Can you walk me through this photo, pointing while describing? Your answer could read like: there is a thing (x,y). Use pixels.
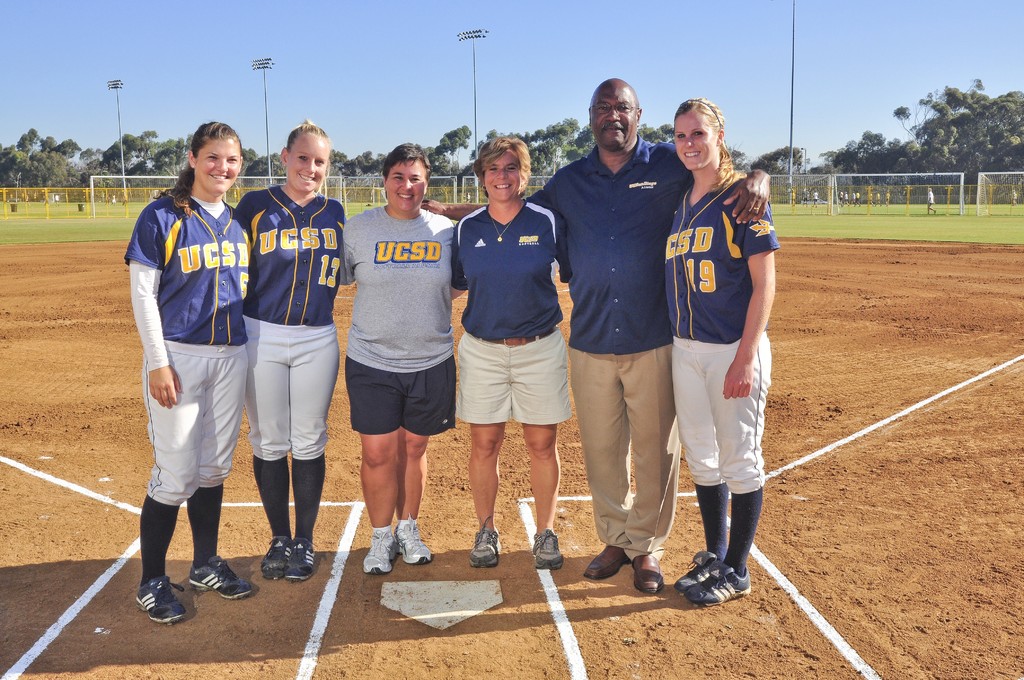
In this image, we can see few people (729,550) are standing on the ground (428,568). They are watching and smiling. At the bottom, we can see white lines (29,663). Background (1023,154) there are so many trees (27,178), poles (963,190), rods (963,190), few people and clear sky (491,86).
